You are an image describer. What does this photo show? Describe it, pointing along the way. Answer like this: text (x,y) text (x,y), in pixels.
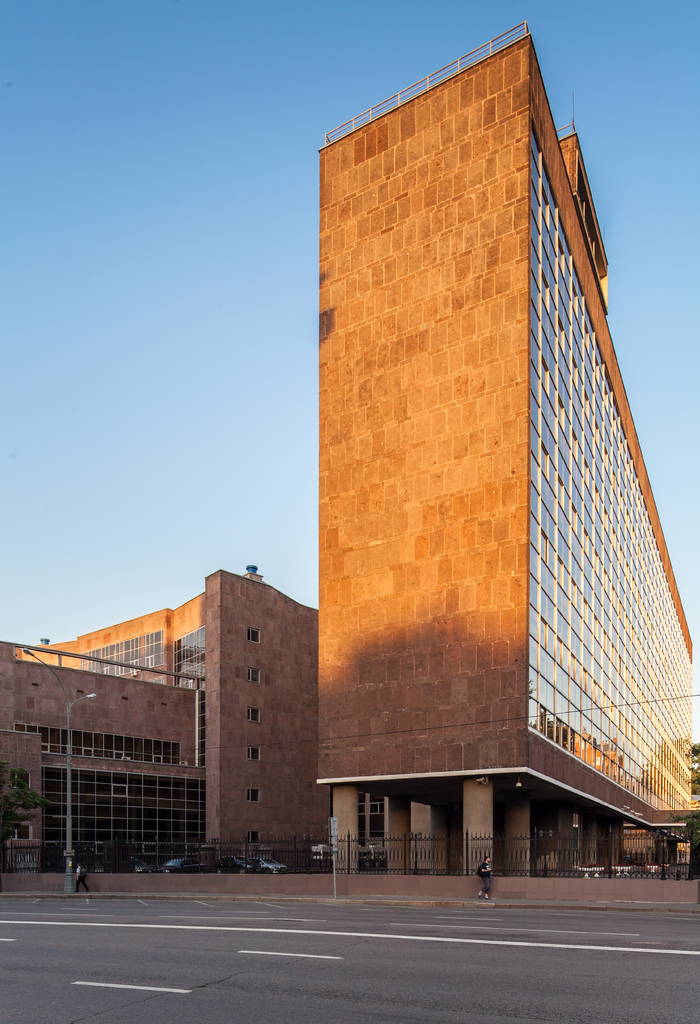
There are two buildings (186,716) which are brown in color and there are few vehicles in between it and there is a fence wall (396,864) and two persons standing beside it.
